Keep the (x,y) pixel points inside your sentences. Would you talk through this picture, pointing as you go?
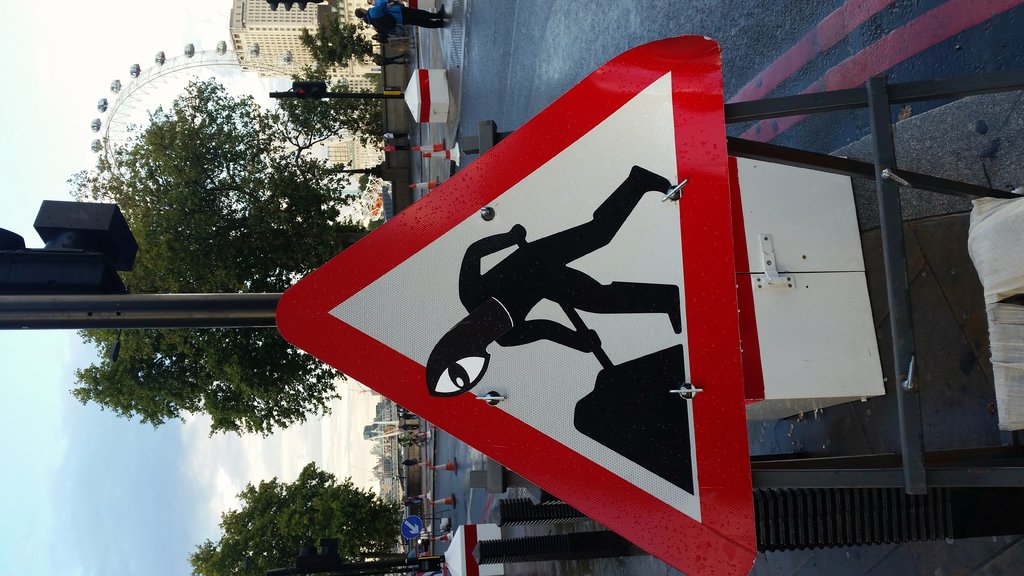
In this image there is a board (618,258) and a traffic light (97,287) are attached to the board (457,335). There are few objects (812,384) on the pavement (976,407). Bottom of the image (457,492) there are few cones (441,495) are on the road (446,478). Before it there is a board (417,525) attached to the pole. Behind there are few trees (246,178). Middle of the image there are few trees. Behind there are few buildings (339,4). Left side (124,12) there is sky (121,31). Top of the image (394,42) there are few persons (402,10) standing on the pavement (449,31). There is a traffic light (309,7) attached to the poles (364,96).
